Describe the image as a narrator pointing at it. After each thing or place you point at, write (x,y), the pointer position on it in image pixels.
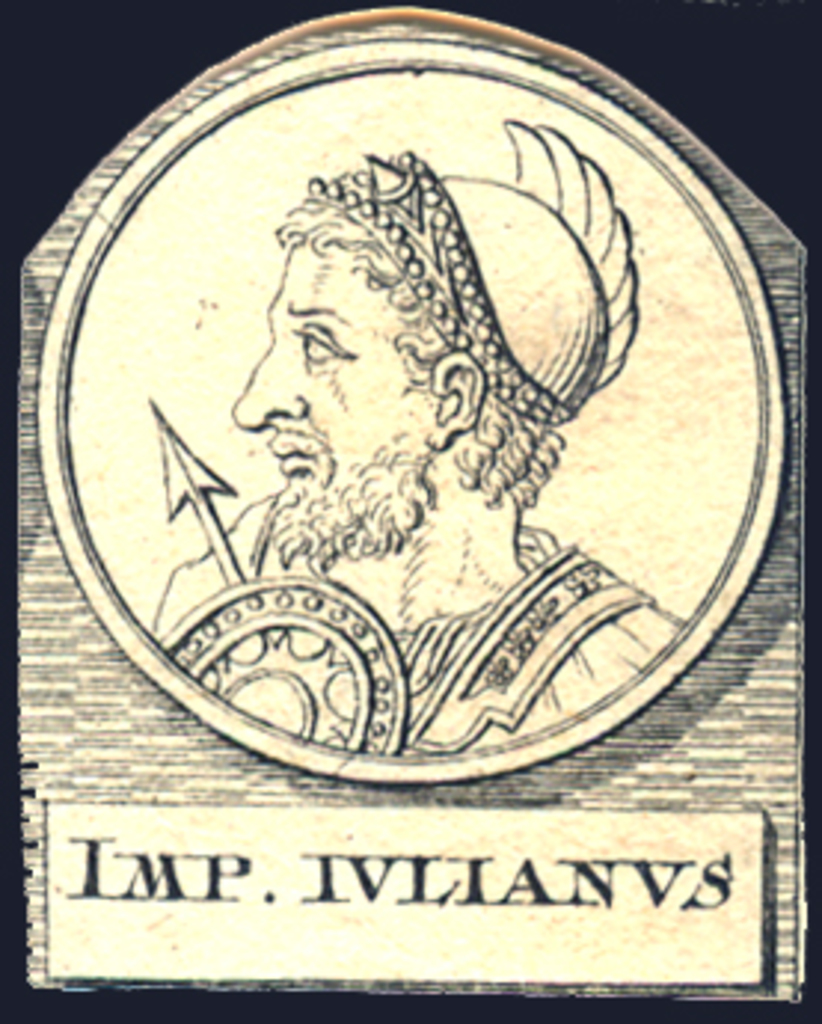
In the picture we can see a painting (331,472) of a coin (580,362) on it we can see a image (550,329) of a man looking left hand side and to him we can see a arrow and under the painting (710,534) we can see a name IMP. IVLIANVS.
